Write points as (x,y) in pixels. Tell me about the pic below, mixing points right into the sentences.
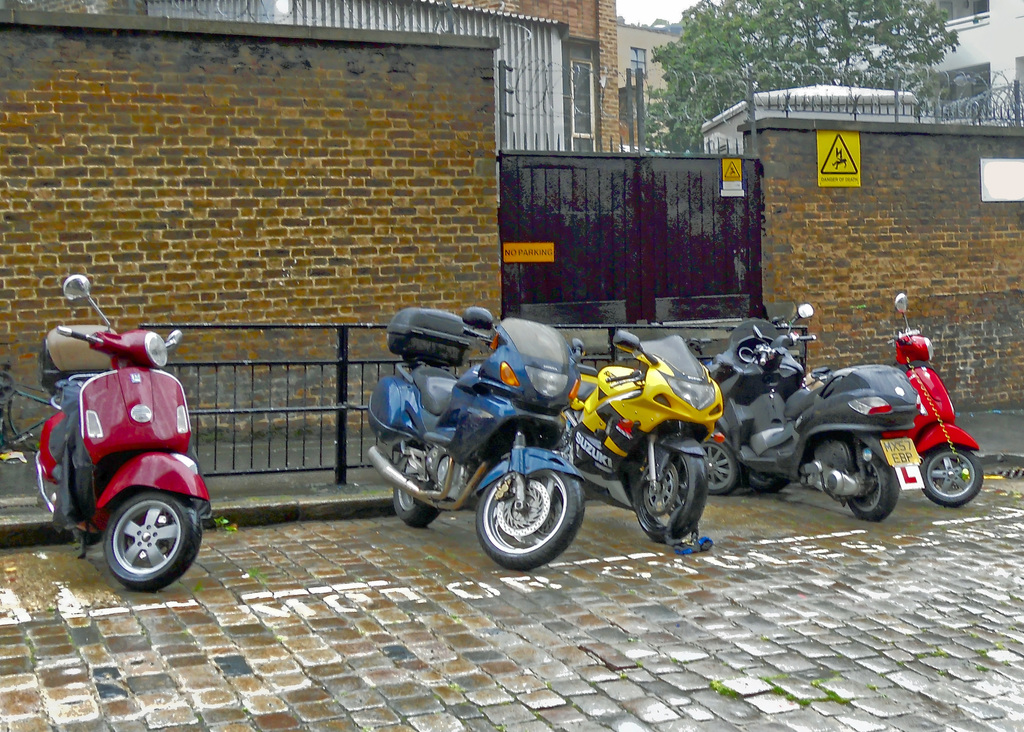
In this image there are vehicles (404,476) parked on the road (333,558). Behind them there is a railing (195,324) on the walkway (970,421). Beside the walkway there is a wall (277,224) of a house (548,100). In the center (534,264) there is a gate (607,271) to the wall (443,257). There are boards (854,178) on the wall (863,178). In the background (612,53) there are buildings (603,60) and trees (763,50).
